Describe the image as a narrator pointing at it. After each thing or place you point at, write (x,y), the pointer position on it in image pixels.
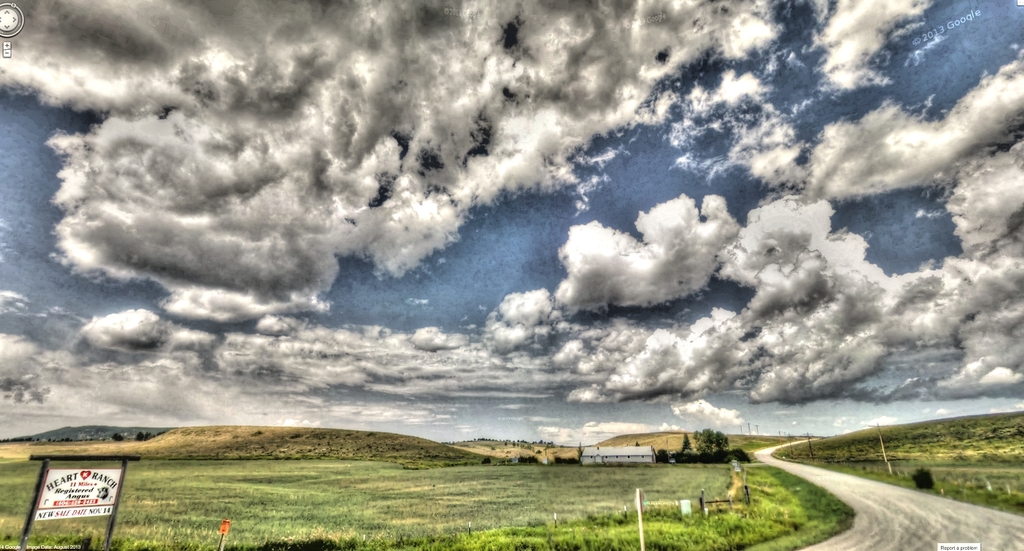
In this image we can see there are some poles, trees (677,460), grass (409,501), mountains (396,439), house (592,459), road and a board (106,485) with some text (87,490) on it, also we can see the sky (603,204) with clouds (591,179).
